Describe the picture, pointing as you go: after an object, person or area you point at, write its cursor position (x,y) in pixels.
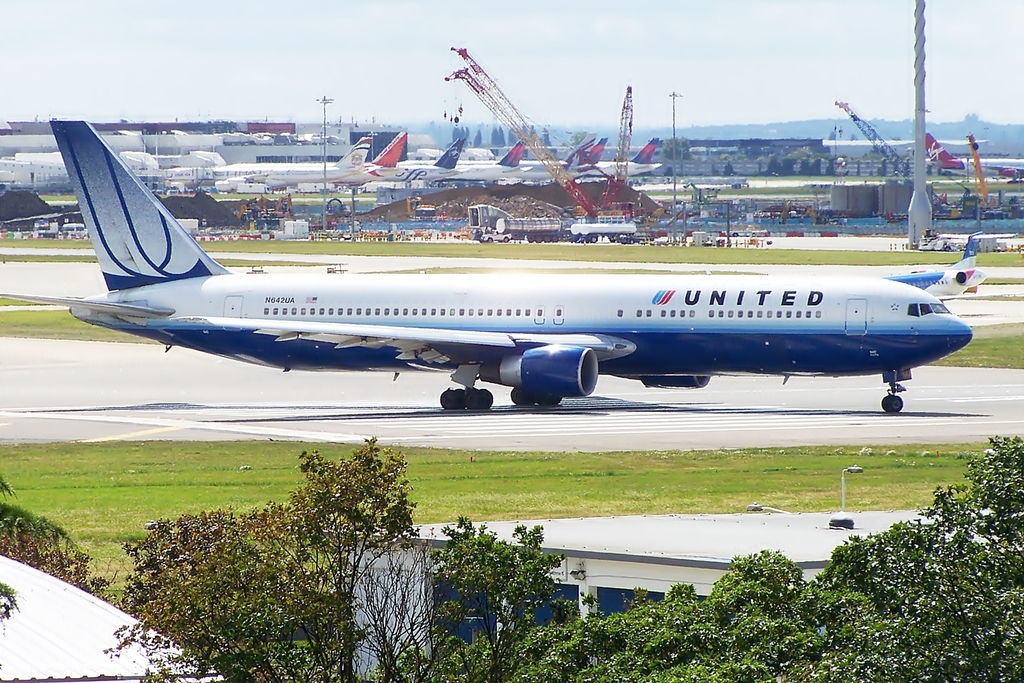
In the center of the image (670,273) there is an aeroplane (139,324) on the runway (599,425). In the background of the image (647,115) there are aeroplanes (428,178), vehicles (424,204), electric poles (673,197), sky (796,107). At the bottom of the image (695,658) there are plants (486,620). There is a house (606,549). There is grass (134,534).
